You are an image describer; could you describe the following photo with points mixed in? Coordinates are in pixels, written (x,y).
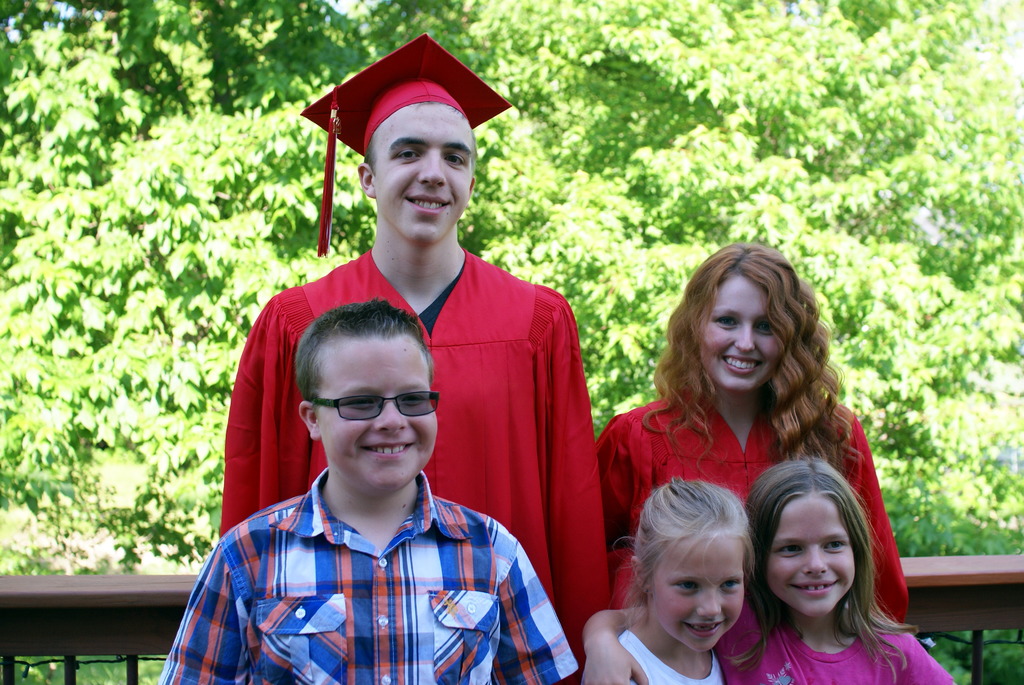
In this picture I can see five persons (404,271) smiling, there is a kind of fence (84,609), and in the background (484,147) there are trees (484,147).
